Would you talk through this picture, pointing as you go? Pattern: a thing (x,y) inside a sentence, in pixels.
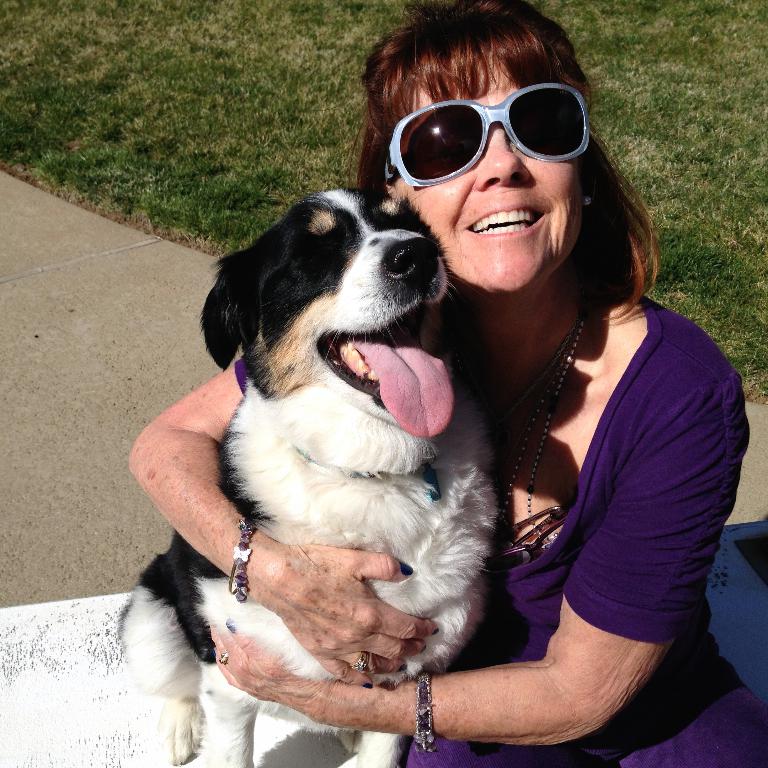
In this picture we can see the green grass (683,75). We can see a woman (521,485), wearing goggles (542,116). She is smiling. We can see she is holding a dog (390,297) which is in black and white color with her hands (346,703).
